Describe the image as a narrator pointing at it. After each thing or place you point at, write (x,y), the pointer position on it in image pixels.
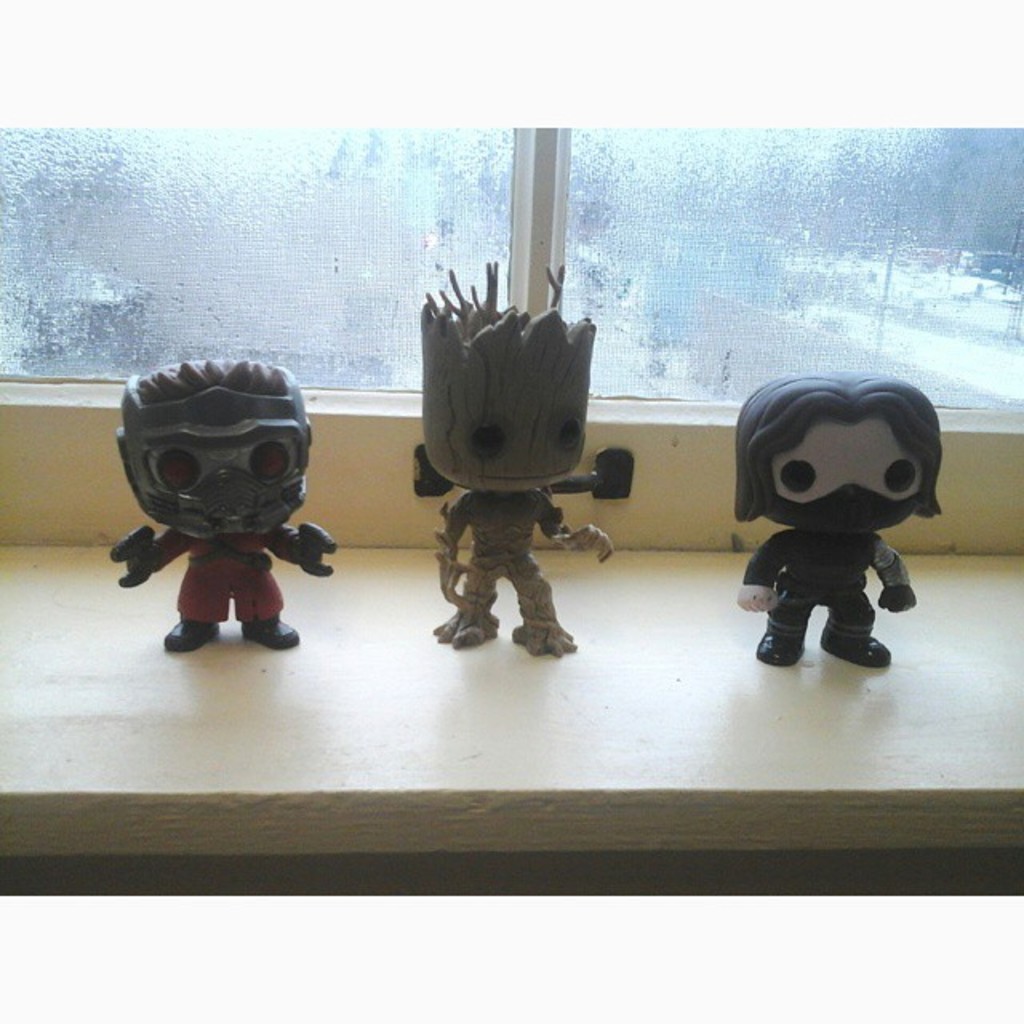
In this image there are three toys (829,548) near to the windows (742,278). In the center (488,422) there is a groot toy (494,492). Behind them there are glass windows (484,201).
